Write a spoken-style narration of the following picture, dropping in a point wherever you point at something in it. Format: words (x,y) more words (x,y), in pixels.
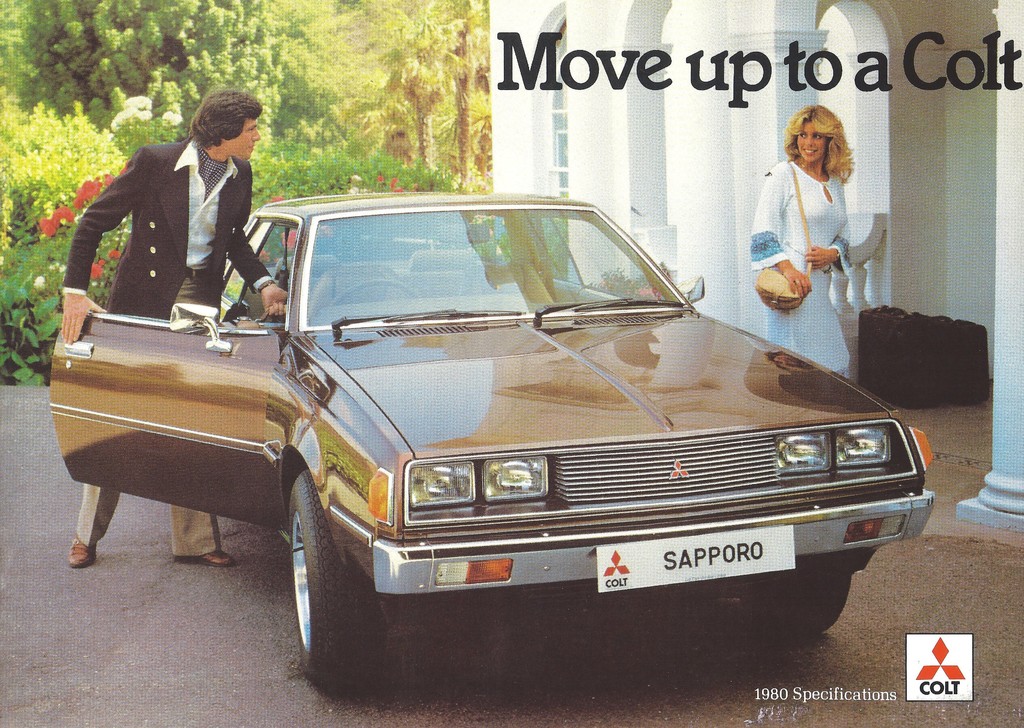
In this image there is a car (404,321) parked on the ground (211,631). Beside the car (236,294) there is a man (142,281) standing. He is holding the car door (155,360). Behind the car (285,217) there are plants (29,242) and trees (364,18) in the image. To the right (701,161) there is a house (718,119). There is a woman (793,232) standing near to the house (749,117). She is wearing a handbag (771,275). In the top right (736,79) there is text (765,58) on image. In the bottom right (943,661) there is a logo (932,674) on the image.
